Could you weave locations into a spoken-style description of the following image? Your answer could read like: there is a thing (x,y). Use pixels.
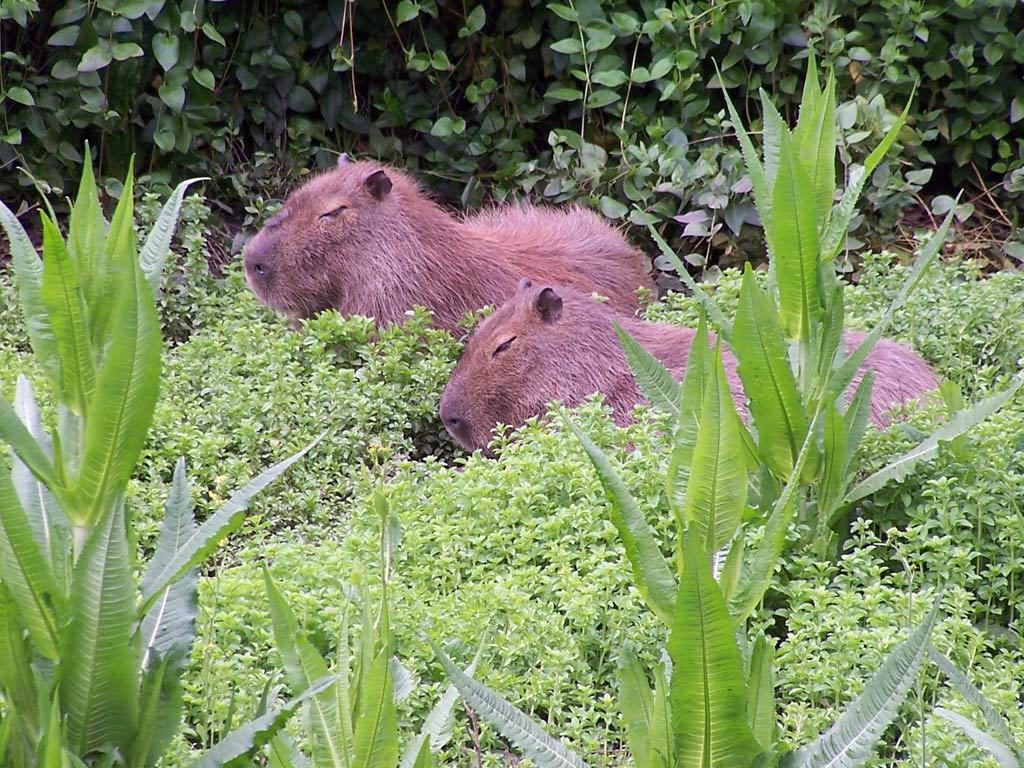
In this image in the center (500,315) there are two animals (345,244) and at the bottom (561,634) there are some plants (179,356), in the background (253,33) there are trees (711,80).
